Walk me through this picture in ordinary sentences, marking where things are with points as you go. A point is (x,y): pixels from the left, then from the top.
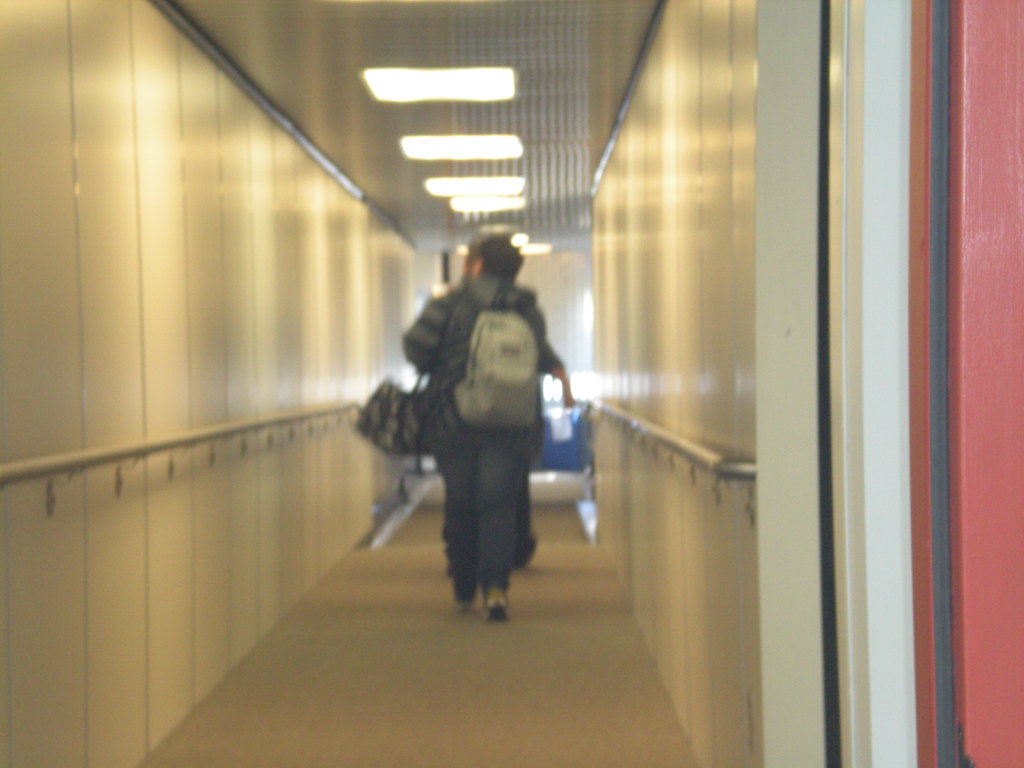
In this image, I can see a person (461,441) holding a bag (382,405) and walking. These are the ceiling lights (475,136), which are at the top (469,90). I can see the handrails (338,406), which are attached to the wall (728,446).
